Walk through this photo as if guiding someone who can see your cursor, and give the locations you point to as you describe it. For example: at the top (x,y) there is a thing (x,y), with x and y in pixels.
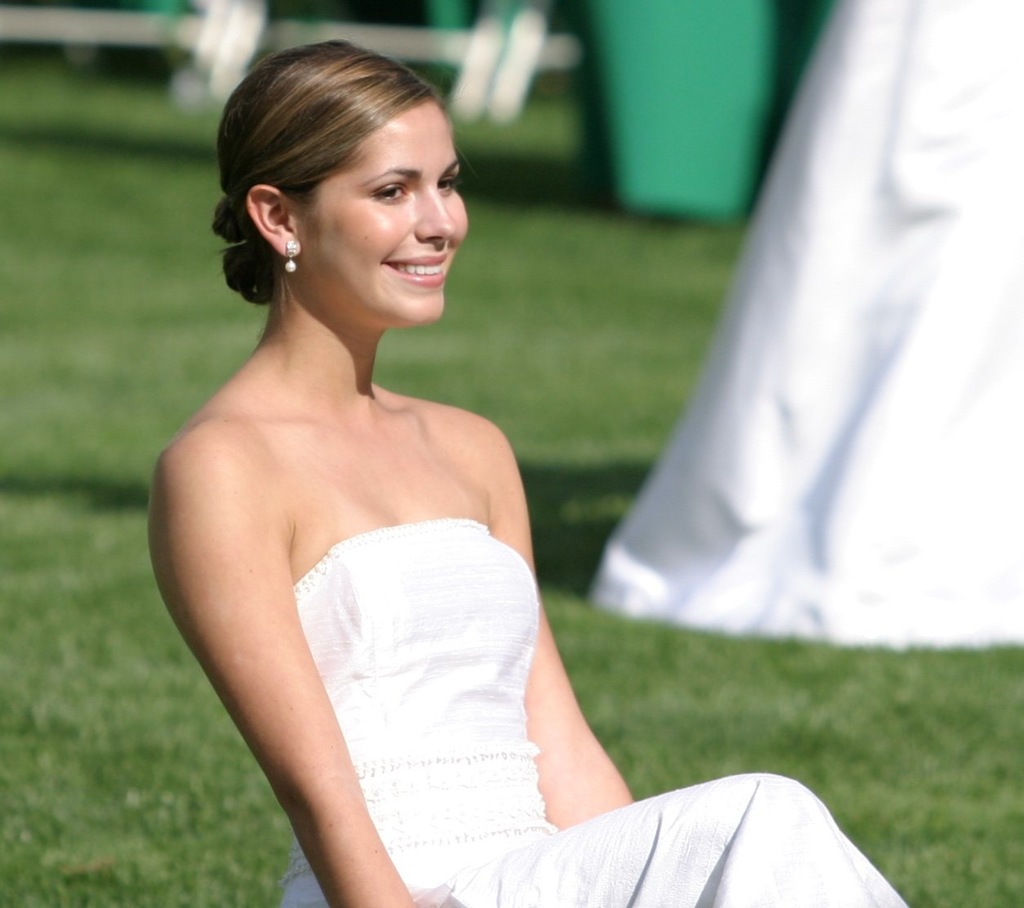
There is a woman (556,752) wearing white frock (524,744) and she is smiling, she is wearing white earrings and behind woman (291,220) there is a lot of grass (910,724).
